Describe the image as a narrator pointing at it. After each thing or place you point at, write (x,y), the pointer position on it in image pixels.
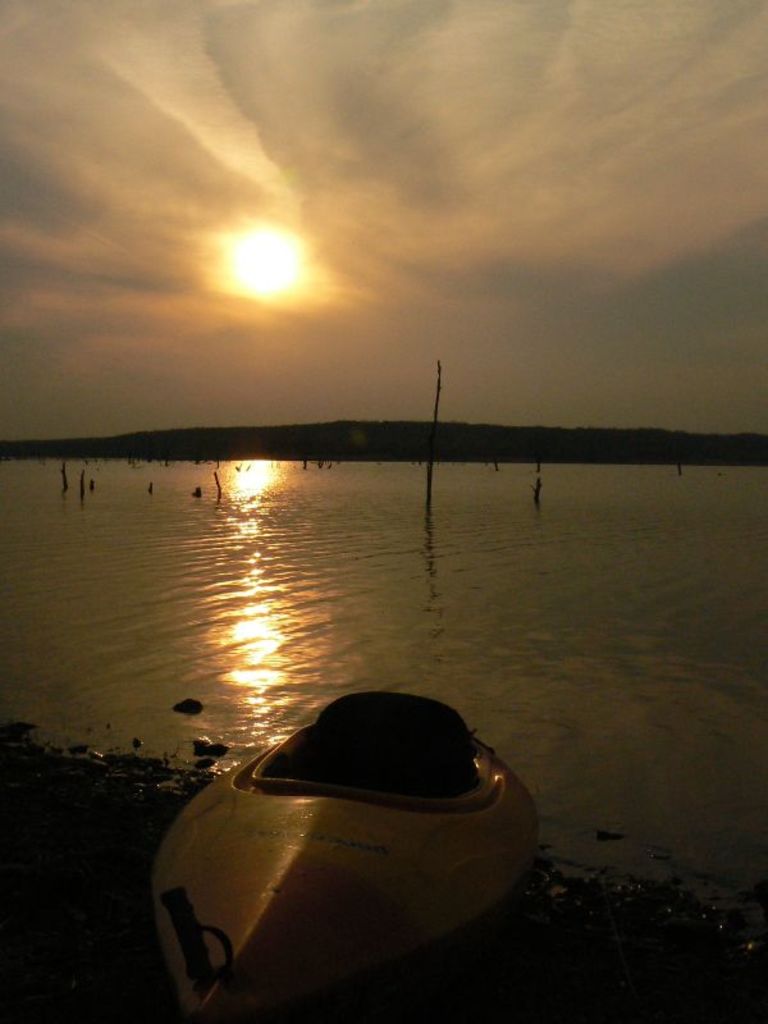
In this image in the foreground (359,758) there is one boat (325,742), and in the center (405,514) there is water (634,560) in that water (352,469) there are some poles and in the background (383,433) there are some mountains (692,444). At the top of the image (337,226) there is sky (306,257).
